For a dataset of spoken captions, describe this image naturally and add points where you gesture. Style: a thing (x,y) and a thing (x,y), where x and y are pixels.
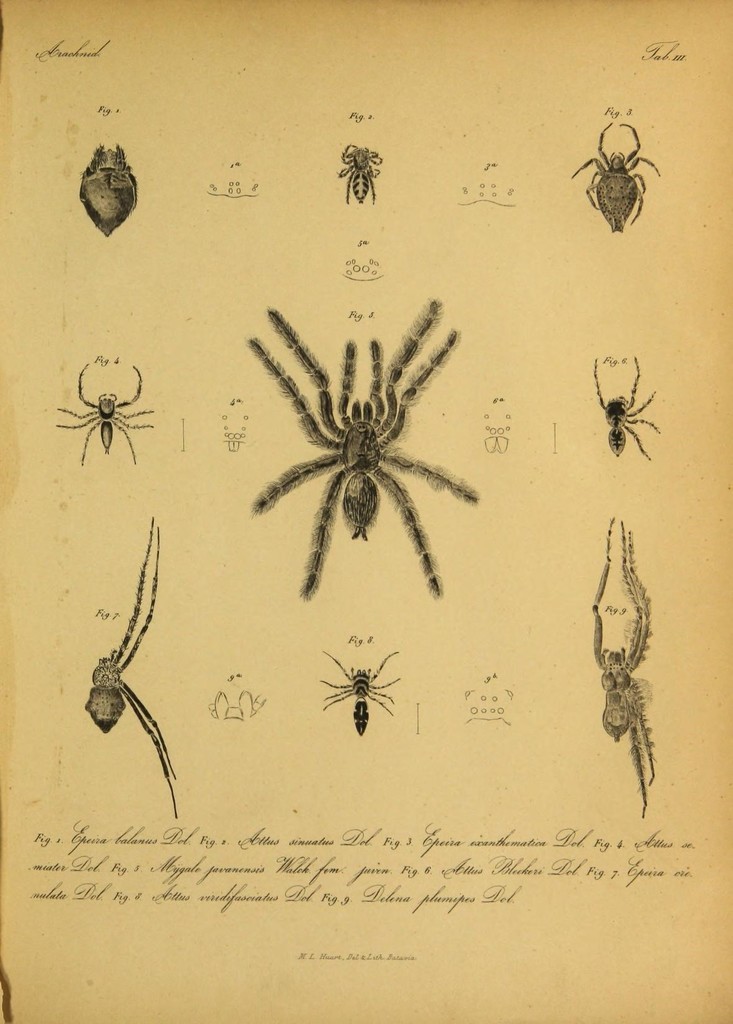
In this picture we can see a paper (223,662) and on the paper (227,791) there is a spider (296,480) and some insects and on the paper (354,872) it is written something.
